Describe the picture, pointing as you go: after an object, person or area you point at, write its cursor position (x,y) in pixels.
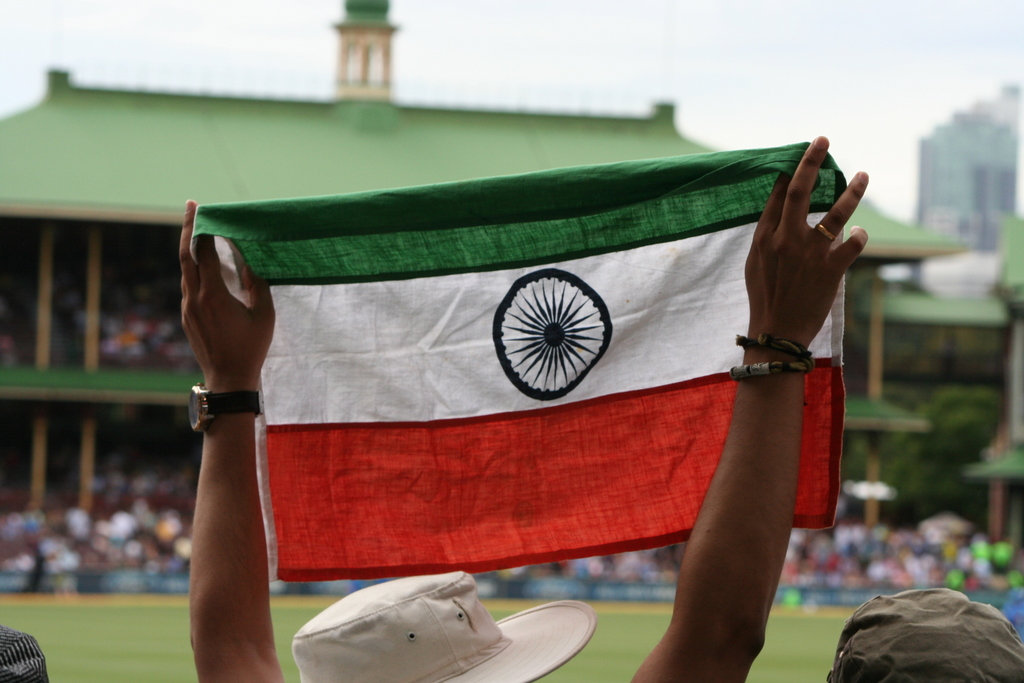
At the bottom of the image (580,558) a person (248,646) is standing and holding a flag (837,469). In front of him few people (0,347) are standing and sitting in the stadium (324,134). At the top of the image (954,103) there is sky (852,159).
